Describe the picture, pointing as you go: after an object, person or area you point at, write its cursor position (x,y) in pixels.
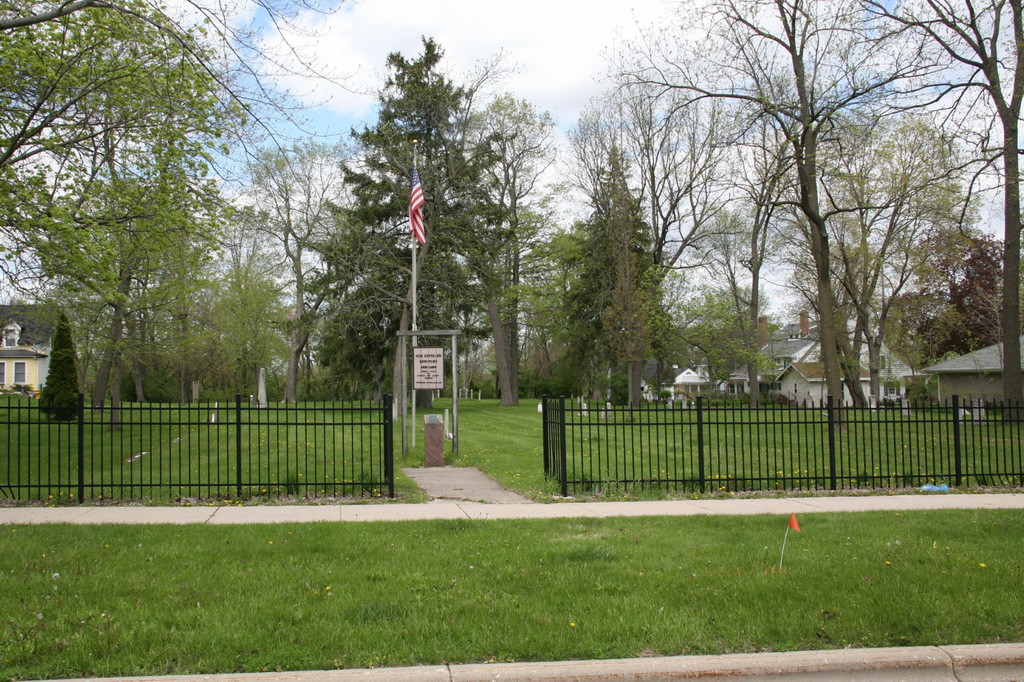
In this image we can see railings (607,449). On the ground (528,434) there is grass (611,578). Also there are poles (406,382). Also there is a flag (415,215) with a pole (414,305). In the back (244,272) there are trees (485,272). And there are buildings (888,366). In the background (324,97) there is sky (585,26) with clouds (569,49).
